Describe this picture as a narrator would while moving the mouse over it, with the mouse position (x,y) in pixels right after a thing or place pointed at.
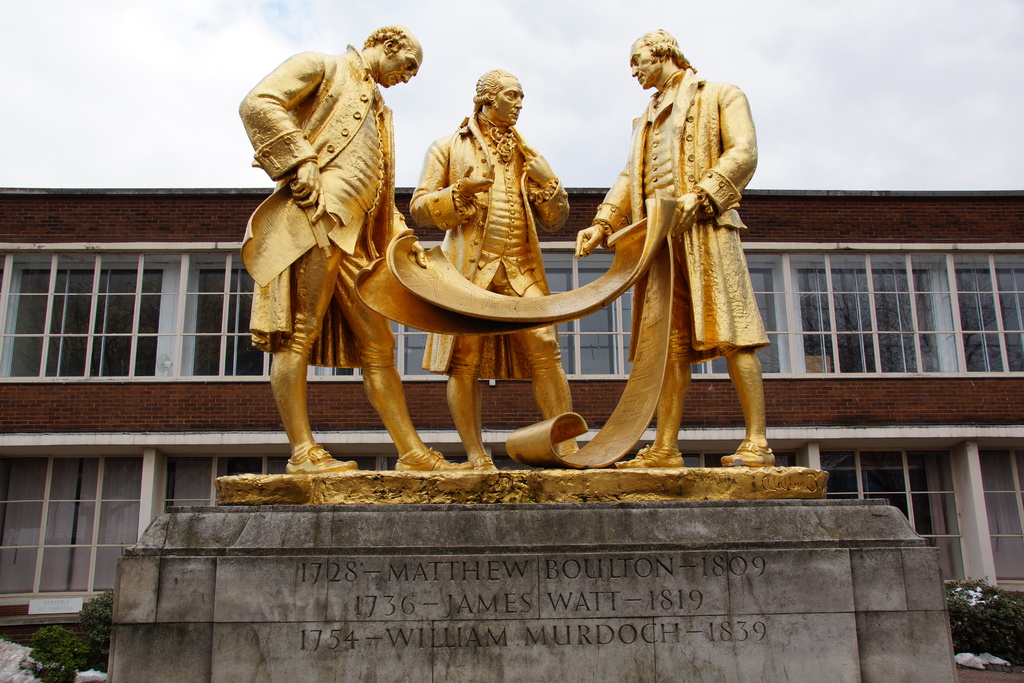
In this image we can see the statue (412,253) of three persons (429,201) standing and there is some text (365,634) on the statue (259,580) and we can see a building (439,415) in the background (856,364). There are some plants (963,614) and at the top (902,121) we can see the sky (802,35).
